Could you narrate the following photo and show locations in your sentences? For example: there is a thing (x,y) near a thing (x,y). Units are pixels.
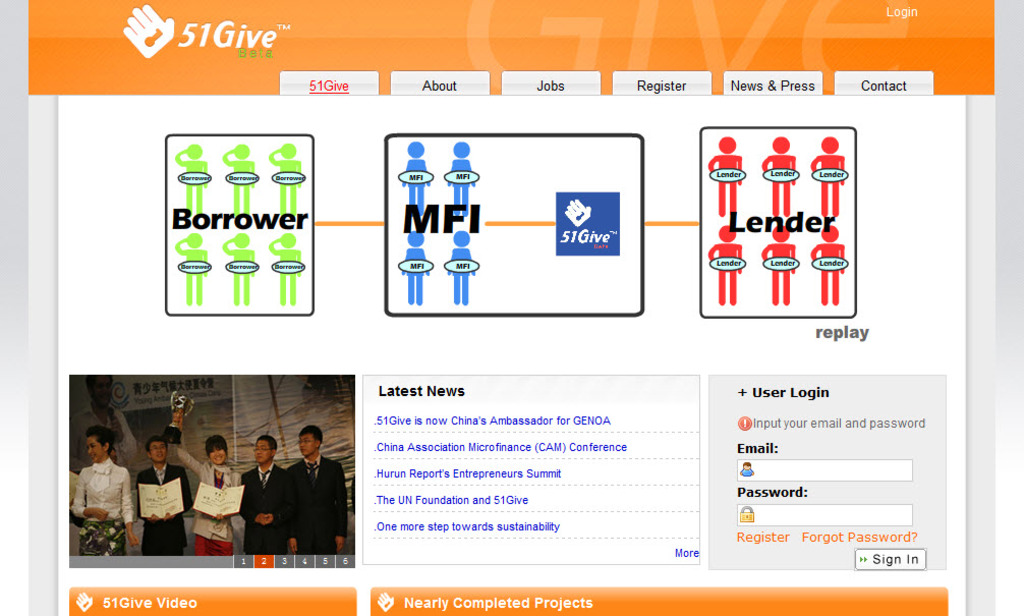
In the picture we can see a monitor image (383,320) of a login page (727,288) with a name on it as 51 give.
